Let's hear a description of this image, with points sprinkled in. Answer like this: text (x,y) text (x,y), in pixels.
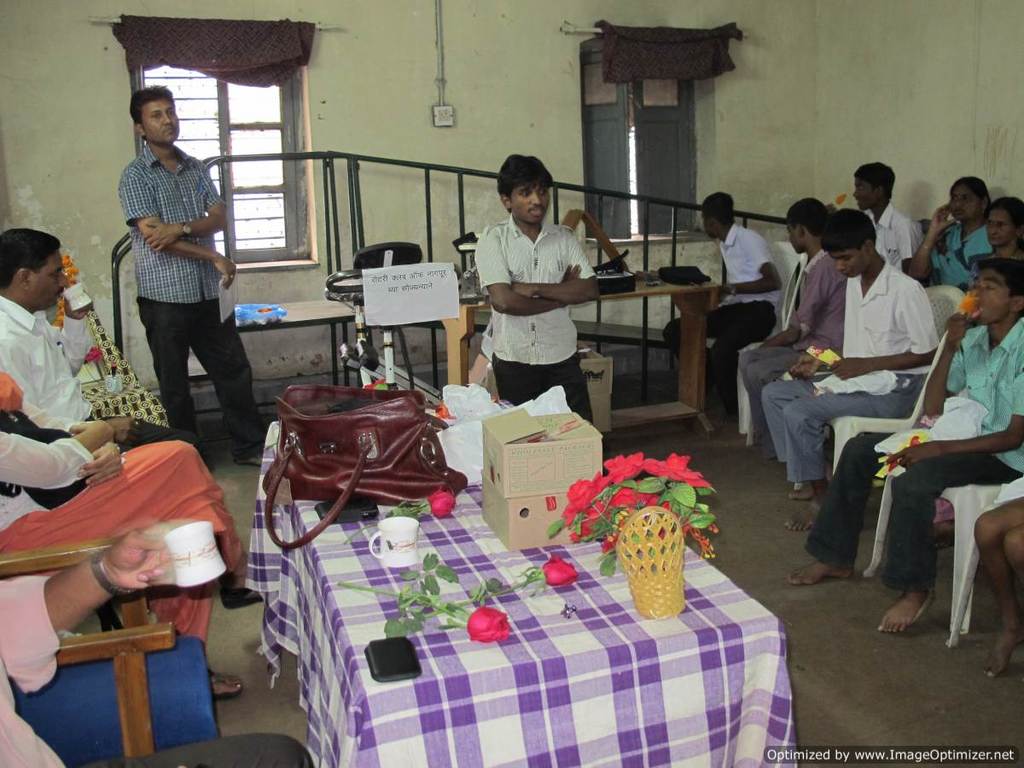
In this picture we can see some persons (830,538) are sitting on the chairs (163,682). There is a table (581,711). On the table (585,702) there is a bag (419,445), boxes (571,480), cup (406,547) and some flowers (537,569). Here we can see two persons (506,288) standing on the floor (735,483). There is a wall (770,169) and this is window (218,152). Here we can see the door (619,162).
